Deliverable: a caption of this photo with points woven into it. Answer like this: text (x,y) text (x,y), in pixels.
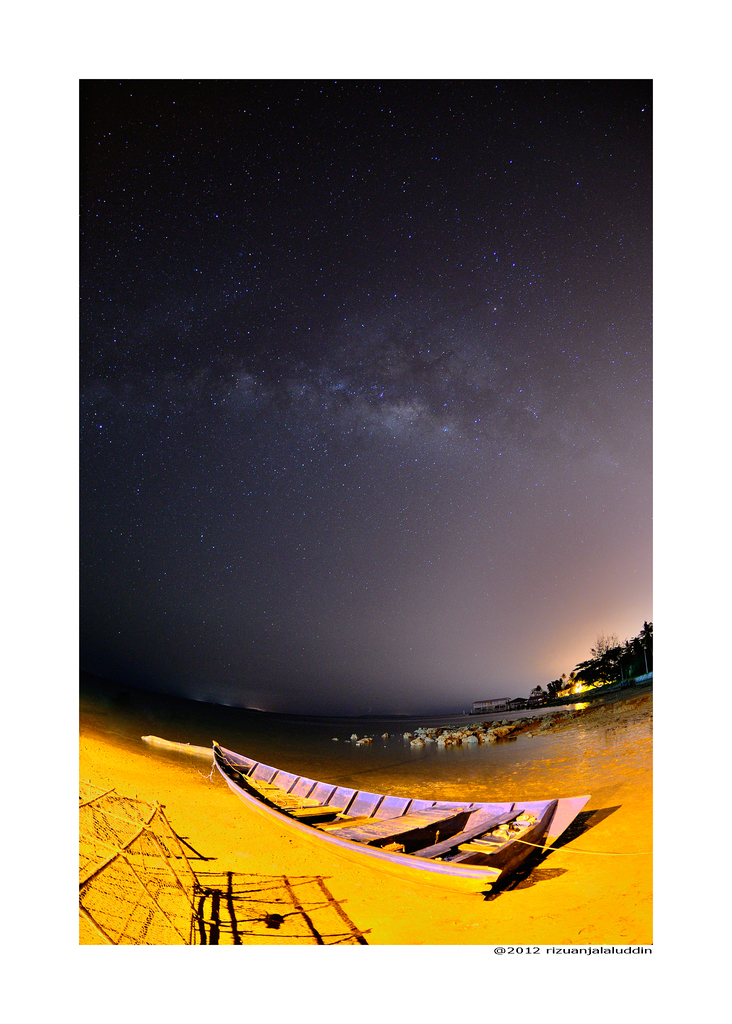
In this image we can see some boats (503,818) on the seashore (190,767). We can also see a large water body (457,795), a group of trees (579,673), a building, the stars (509,497) and the sky (435,523) which looks cloudy.
